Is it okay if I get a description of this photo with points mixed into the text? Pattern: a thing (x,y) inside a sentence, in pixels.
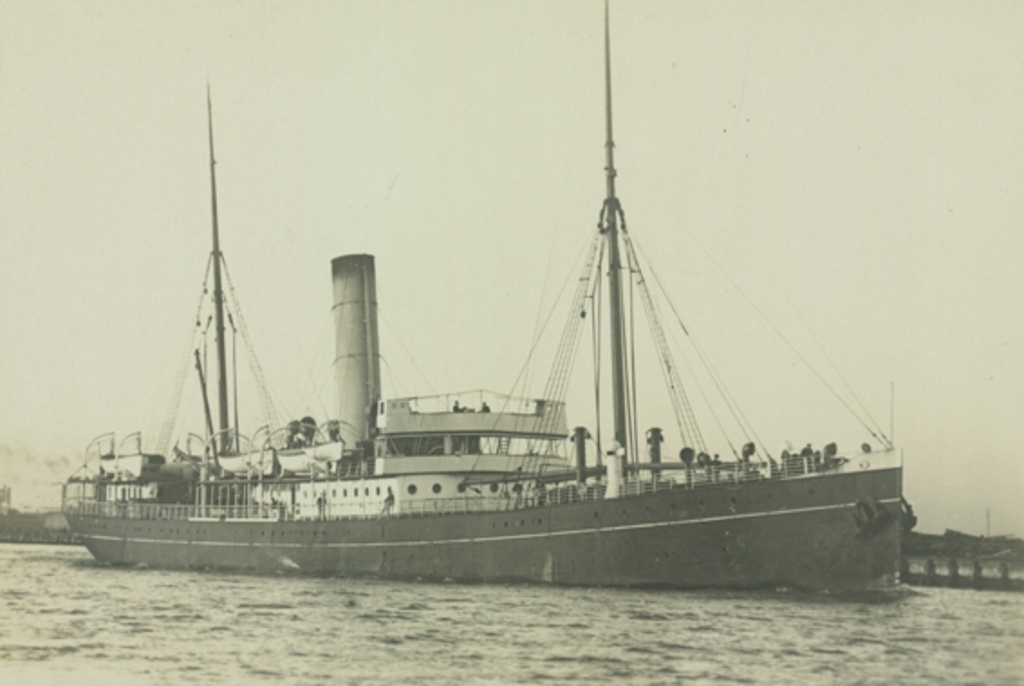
In this picture we can see a boat (476,564) on water (624,595) and in the background (469,390) we can see sky (638,217).
